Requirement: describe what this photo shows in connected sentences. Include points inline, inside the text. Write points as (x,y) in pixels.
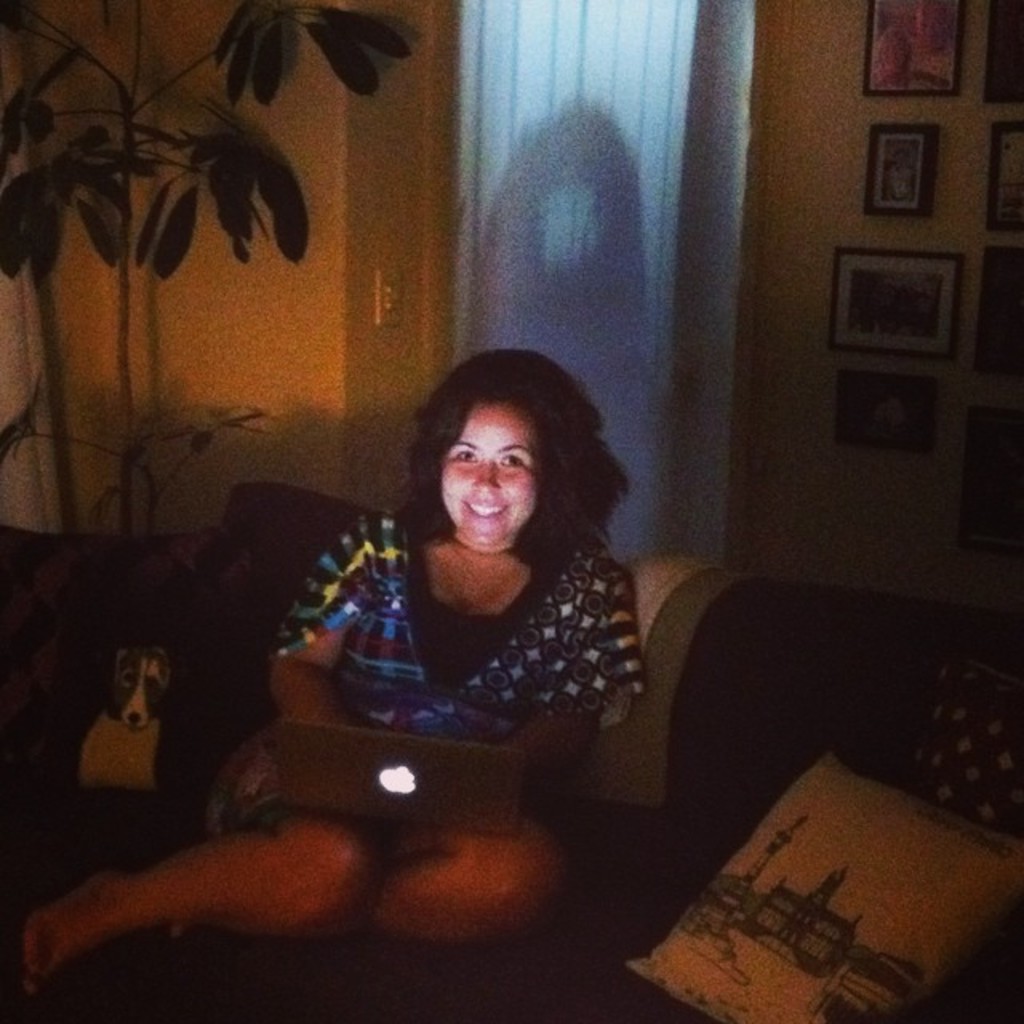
Here in this picture we can see a woman (394,643) sitting on a couch (724,812) with laptop (447,806) on her and we can see she is smiling and beside her we can see a cushion (870,867) and a dog (126,655) present over there and behind her on the wall (866,365) we can see portraits (870,426) and we can see a plant (129,225) on the left side (91,135) present over there.
